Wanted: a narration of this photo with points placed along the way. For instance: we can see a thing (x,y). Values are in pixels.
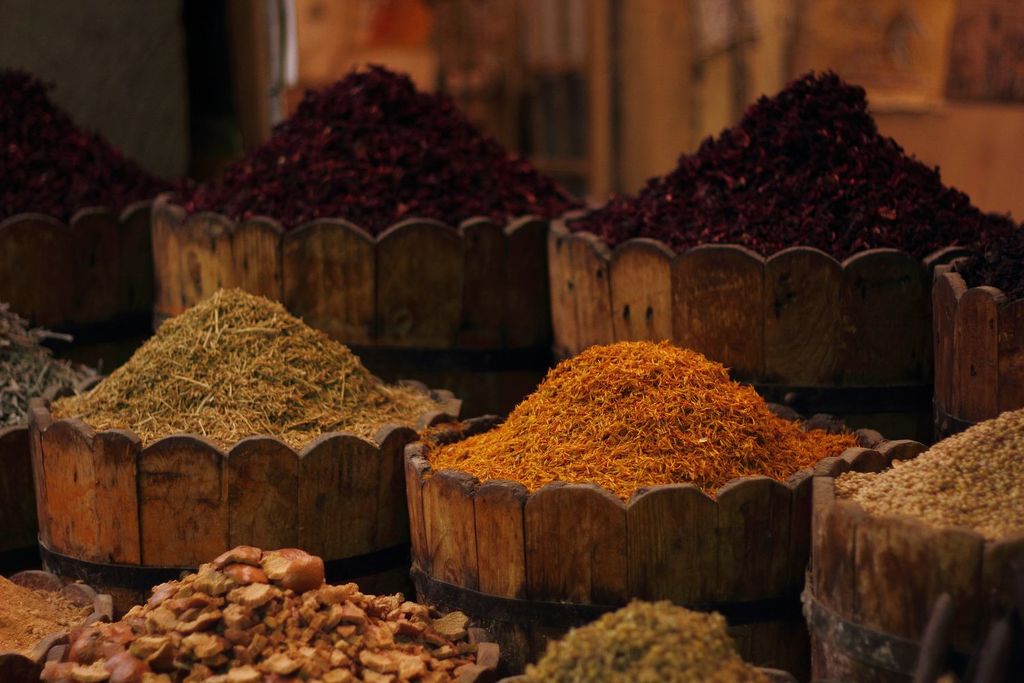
In this image I can see few wooden bowls (679,312) and I can see different color powder (384,144). They are in maroon, orange and brown color.
